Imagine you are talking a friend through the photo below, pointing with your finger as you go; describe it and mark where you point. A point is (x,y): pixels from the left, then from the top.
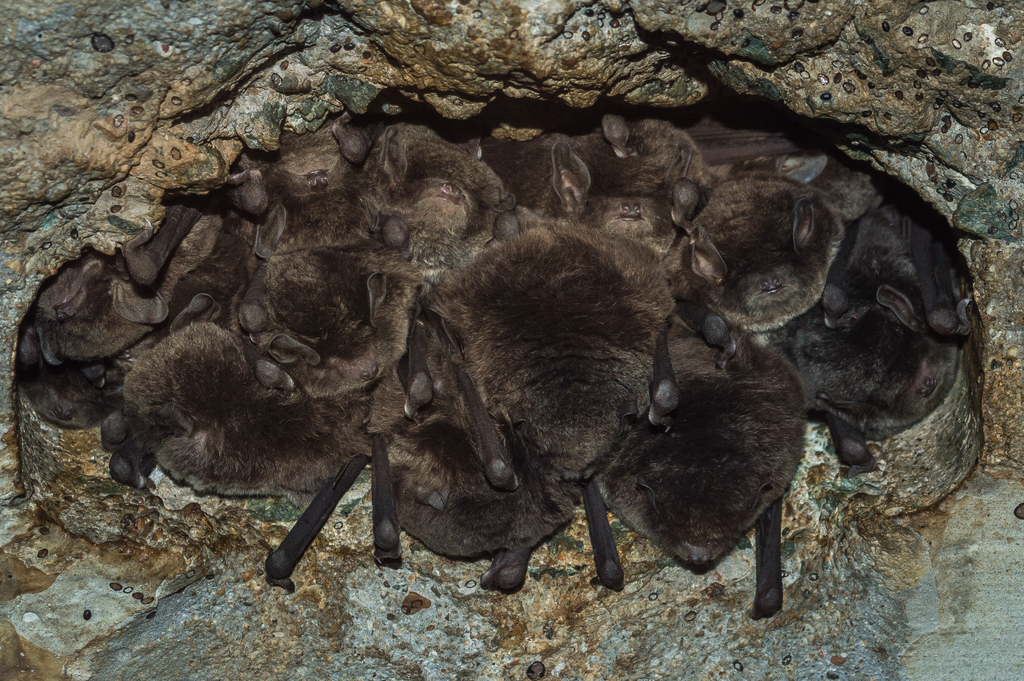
This image consists of bats (702,357). They are in black color. In the background (693,636), we can see a rock (611,1).
